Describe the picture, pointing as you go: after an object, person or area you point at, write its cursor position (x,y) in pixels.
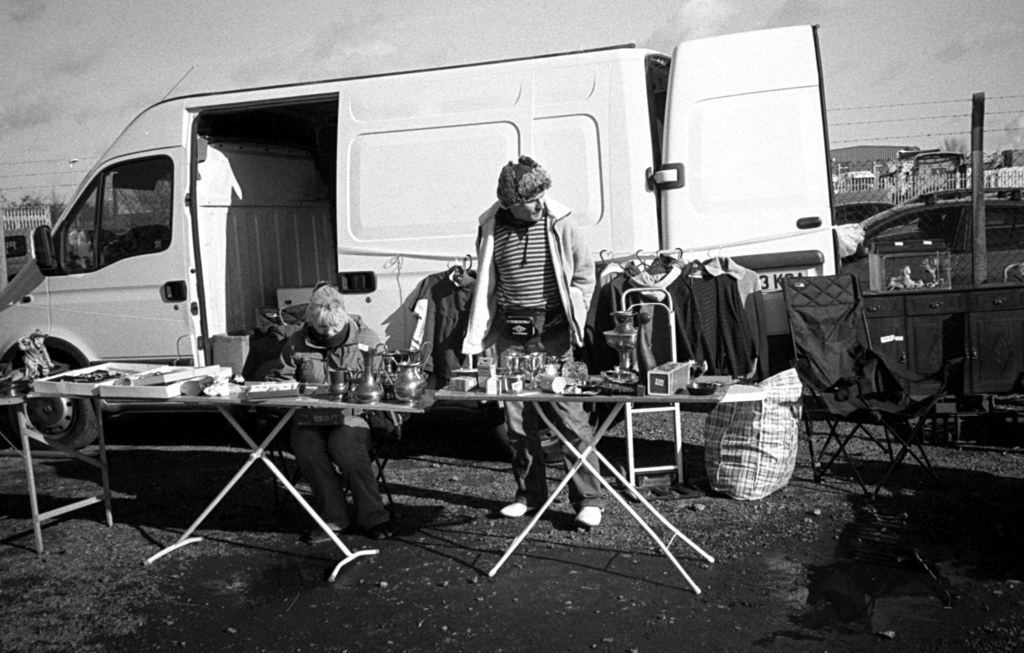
This is a black and white image. In front of the image there are tables (408,410) with vessels (612,380), cardboard boxes (145,368) and some other things (154,377) on it. Behind the tables (349,396) there's a lady (327,316) sitting and there is a man (489,308) standing. Behind them there is a van (772,255) with hanging clothes (755,351). And on the right side of the image (975,306) there is a table (943,296). Behind the table (973,287) there is fencing (960,270). Behind the fencing (976,203) there are vehicles (965,235). At the top of the image (931,89) there is sky (864,24).
